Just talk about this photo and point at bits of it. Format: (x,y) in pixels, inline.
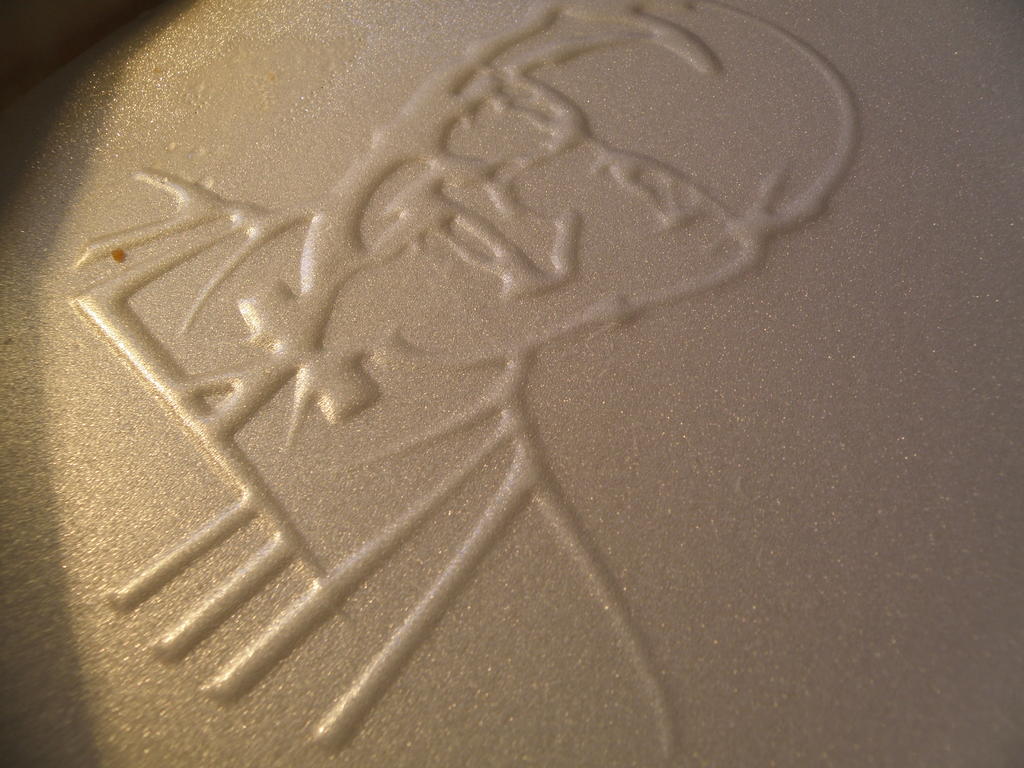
In this picture we can see art (239,210) on the cream surface (832,649).
